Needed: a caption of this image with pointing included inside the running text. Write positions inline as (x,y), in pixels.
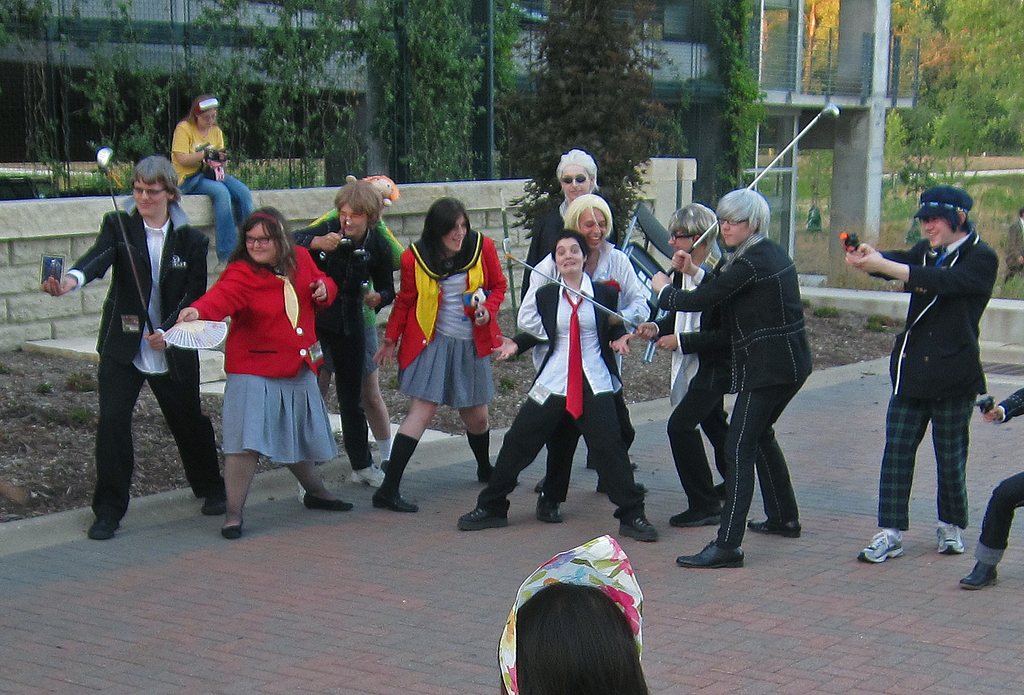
In the center of the image (543,320) we can see people (688,348) standing and some of them are holding golf clubs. The lady (313,341) standing on the left (273,345) is holding a fan (192,345) in her hand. In the background (234,193) there is a lady (234,178) sitting on the wall (207,221) and we can see trees (538,100), building (775,86) and grass (900,204). At the bottom (454,634) there is a walkway (418,643).
